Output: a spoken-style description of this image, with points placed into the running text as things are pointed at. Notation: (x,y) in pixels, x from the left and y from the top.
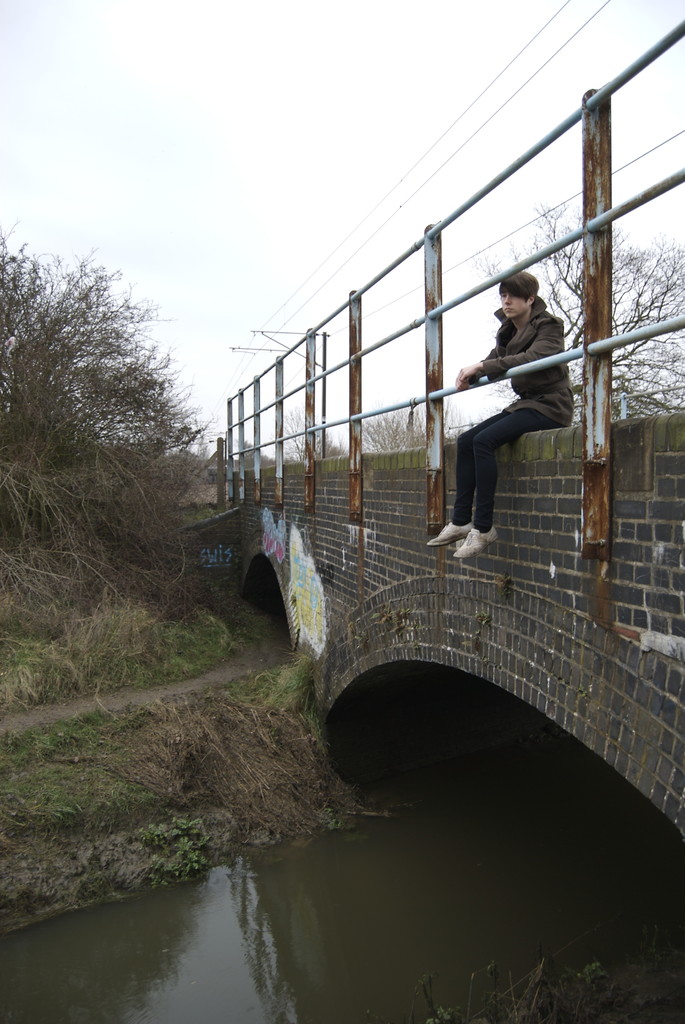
In this image we can see the bridge (230,581) with the railing (591,253). We can also see a person (472,463) sitting. We can see the trees (166,417), grass (5,671), water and also the sky (359,186).
